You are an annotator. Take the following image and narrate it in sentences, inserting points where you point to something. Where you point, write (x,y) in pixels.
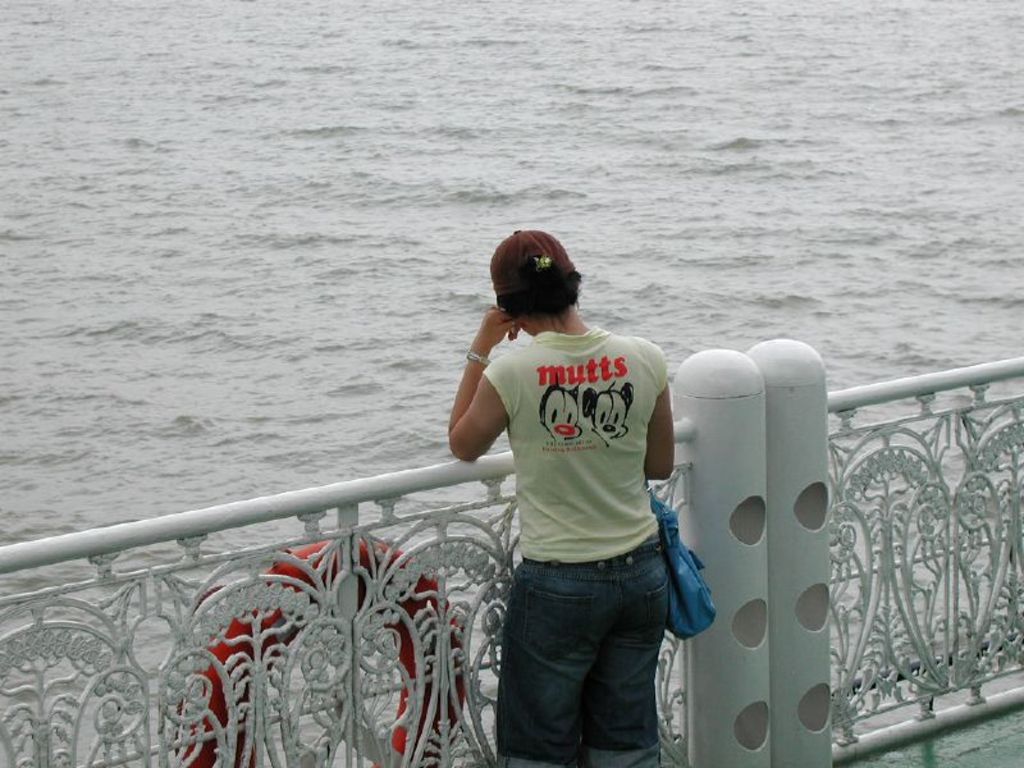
In this image I can see a woman (650,522) is standing and looking at that side, she wore t-shirt (588,475), trouser (636,615) and a hand bag (678,578). On the left side (316,545) it looks like a tube (406,669), this is the water (331,277).
